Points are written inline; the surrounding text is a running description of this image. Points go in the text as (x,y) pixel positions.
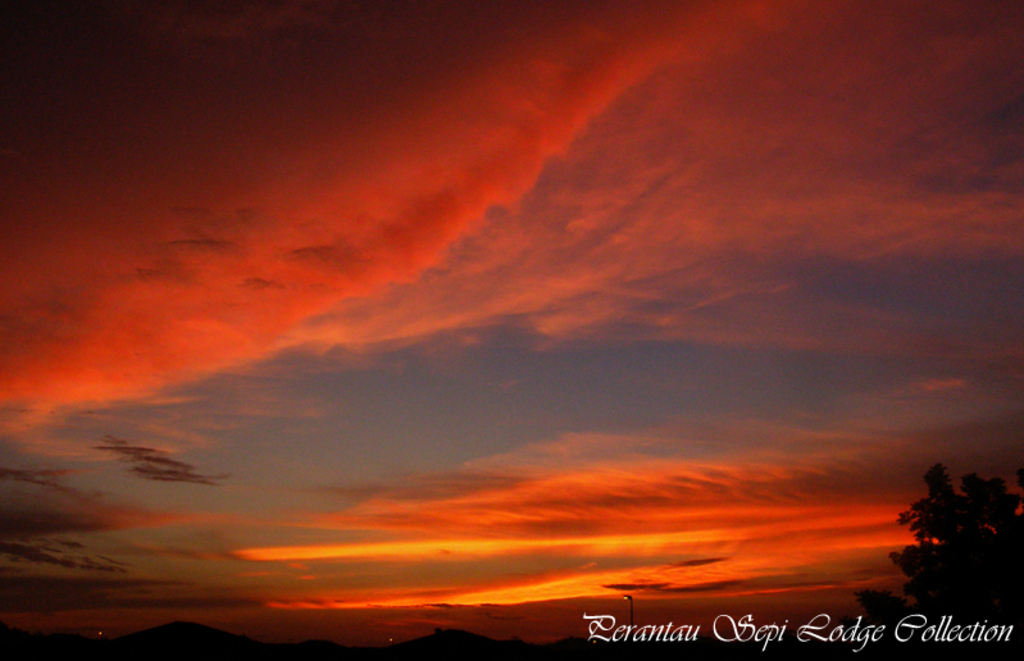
In this image we can see a tree (968,562), light (631,602) and the sky (642,363) with clouds (395,151).
